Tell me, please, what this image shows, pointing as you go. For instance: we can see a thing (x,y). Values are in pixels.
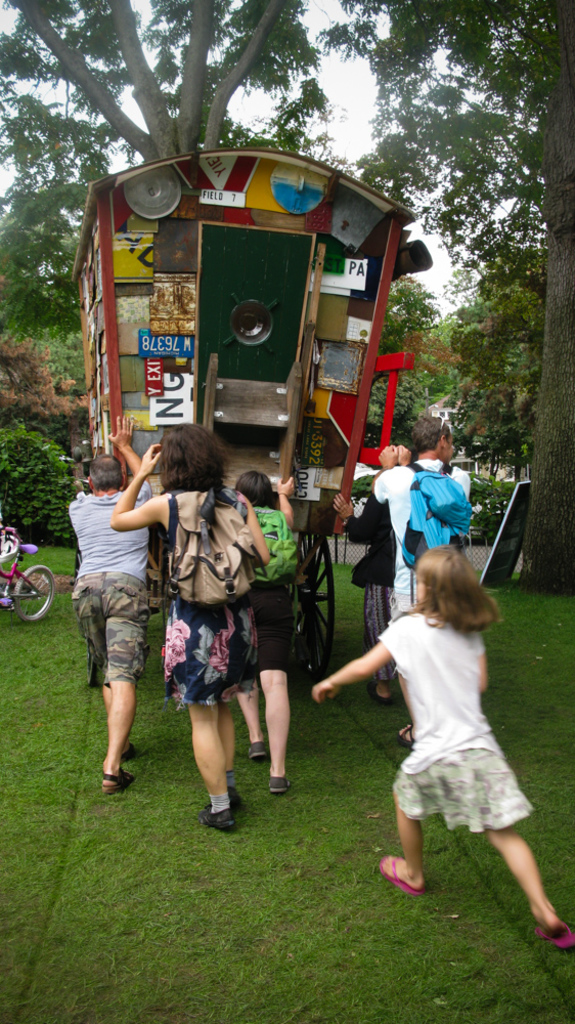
In this picture we can see some people (220,629) pushing a vehicle (221,358). These are the plants (476,504) and trees (427,108). Here we can see one bicycle (40,570). This is the grass (101,917). And there is a sky (354,105).
